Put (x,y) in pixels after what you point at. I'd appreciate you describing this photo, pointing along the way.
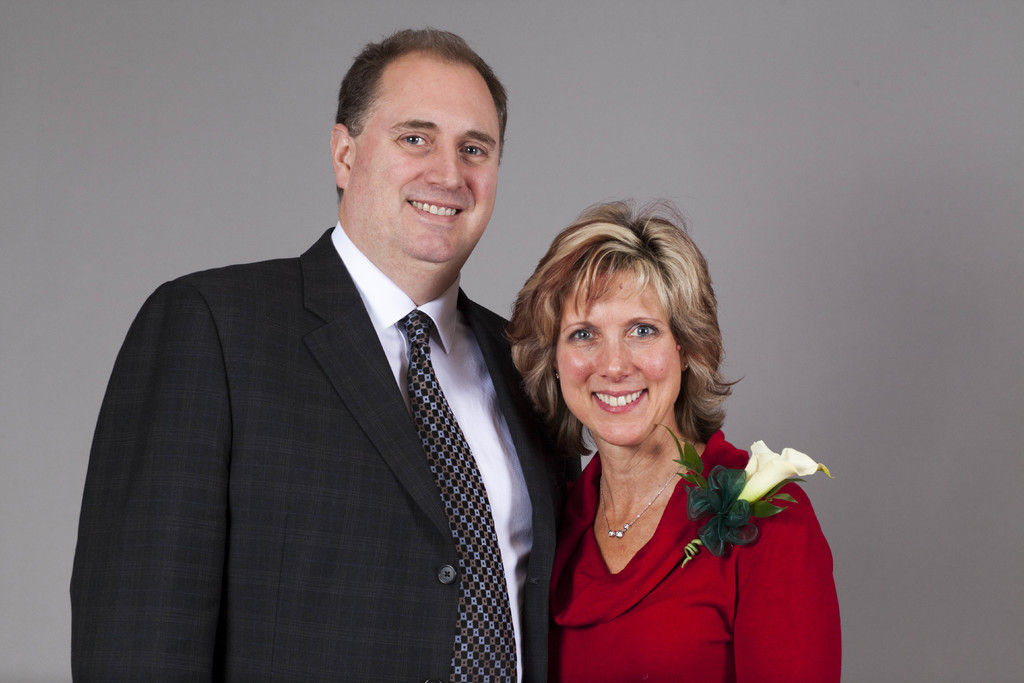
In this image, we can see a man (269,475) and a woman (792,622) standing and they are smiling, in the background (780,405) there is a gray color backdrop (143,99).
